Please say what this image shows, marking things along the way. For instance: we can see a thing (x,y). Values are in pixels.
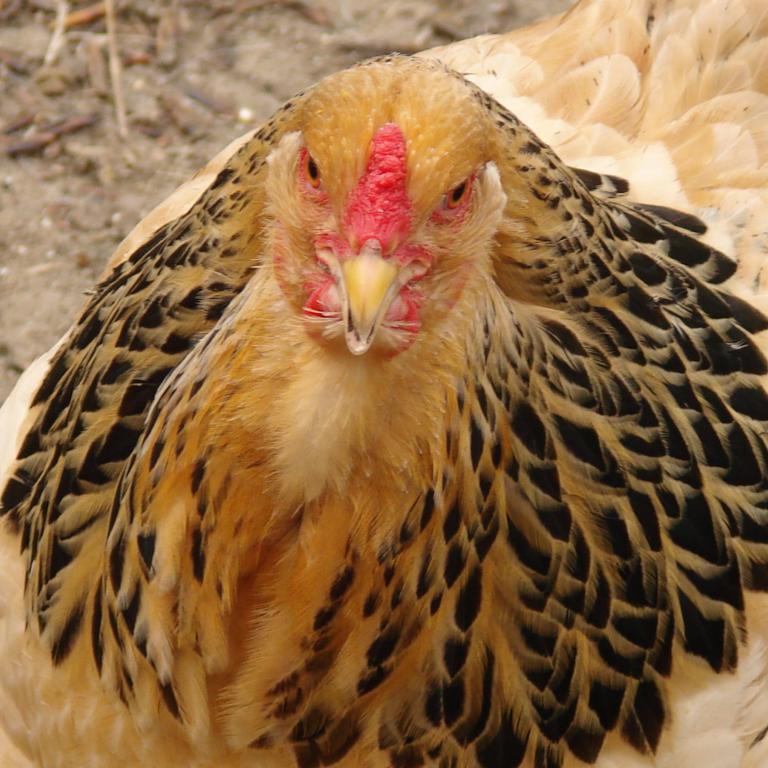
It is a zoomed in picture of a chicken (487,539).
